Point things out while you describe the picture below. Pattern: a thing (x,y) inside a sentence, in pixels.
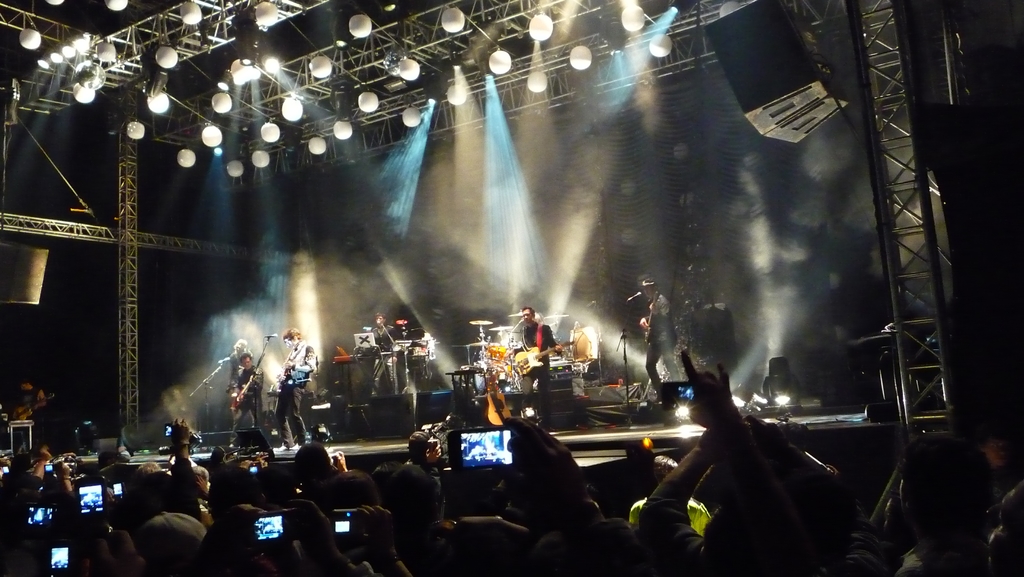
In this image I can see the group of people (439,514) and I can see few people (304,506) holding the mobiles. In-front of these people (718,396) I can see few more people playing the musical instruments (487,381). These people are on the stage (595,424). I can see the lights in the top (279,63).
